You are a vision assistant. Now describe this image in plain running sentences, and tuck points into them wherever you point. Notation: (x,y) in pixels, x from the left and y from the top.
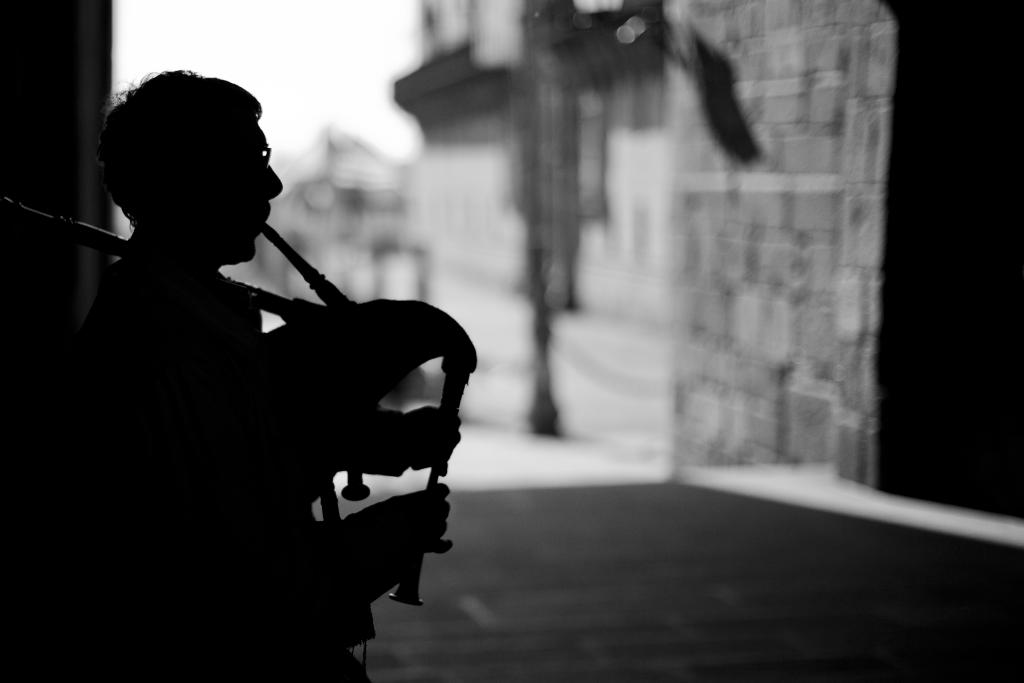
In this picture I can see there is a man (231,355) standing and he is playing a musical instrument (331,349) and he is wearing spectacles (262,155) and there are few buildings (765,85) in the backdrop (621,174) and this is a black and white image.
